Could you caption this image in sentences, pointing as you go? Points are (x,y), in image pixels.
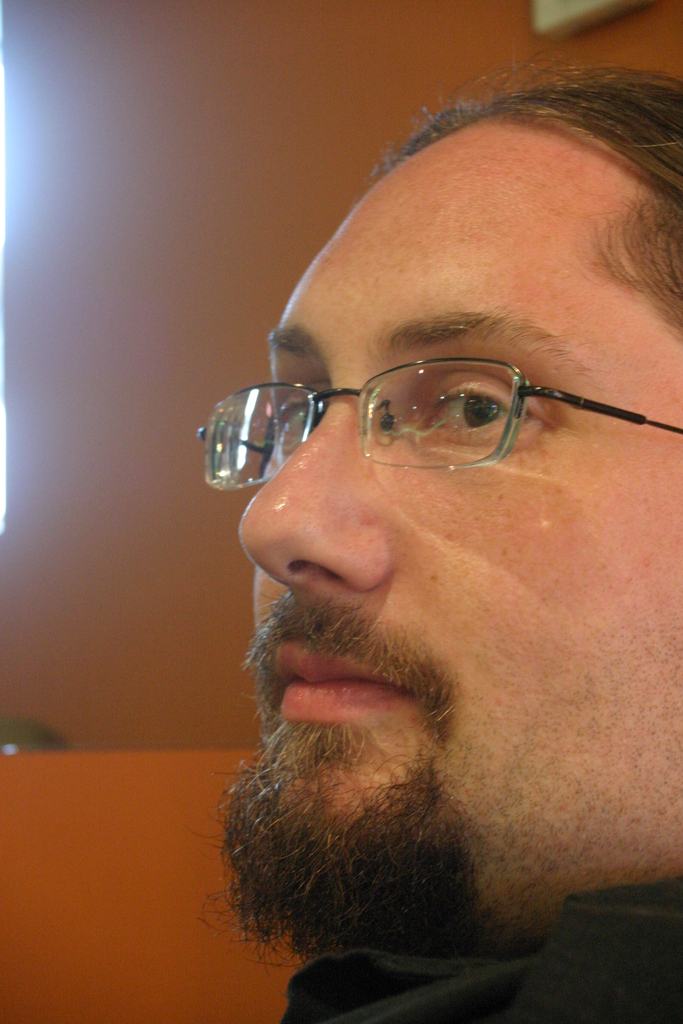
In this image we can see a person (361,594) wearing the spectacles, in the background (587,21), we can see a photo frame (581,4) on the wall (317,84).
